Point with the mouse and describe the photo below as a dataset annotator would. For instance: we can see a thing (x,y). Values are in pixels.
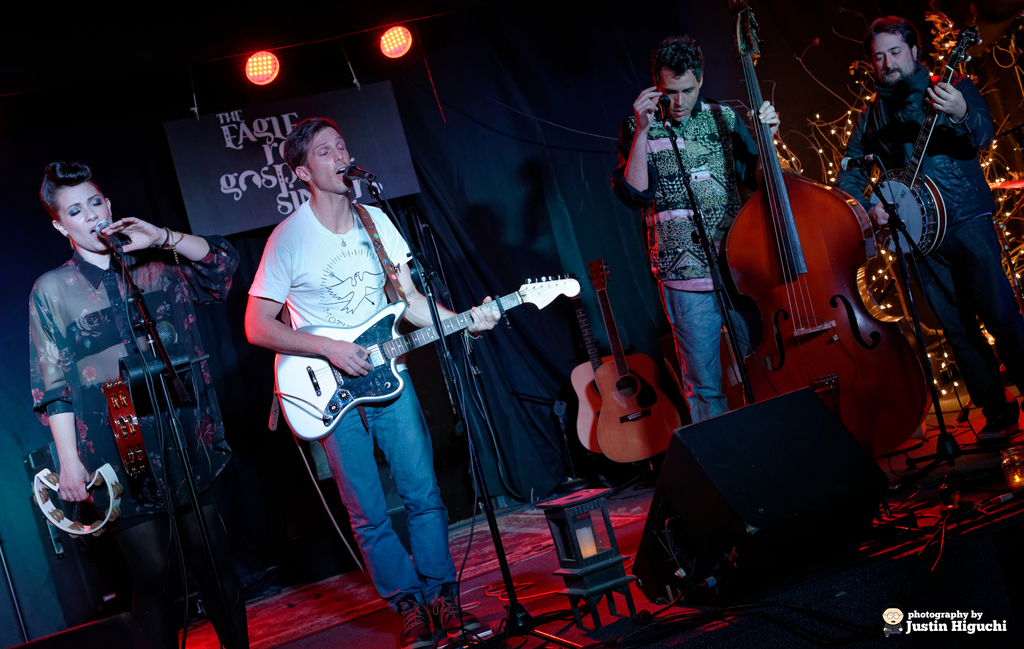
In the image we can see four persons (659,254) were standing and holding musical instruments (835,229). And the left two persons (309,159) were singing, in front of them there is a microphone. In the bottom (718,451) we can see speaker (692,559), wires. In the background (464,57) there is a light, banner (391,150) and sheet (533,98).
